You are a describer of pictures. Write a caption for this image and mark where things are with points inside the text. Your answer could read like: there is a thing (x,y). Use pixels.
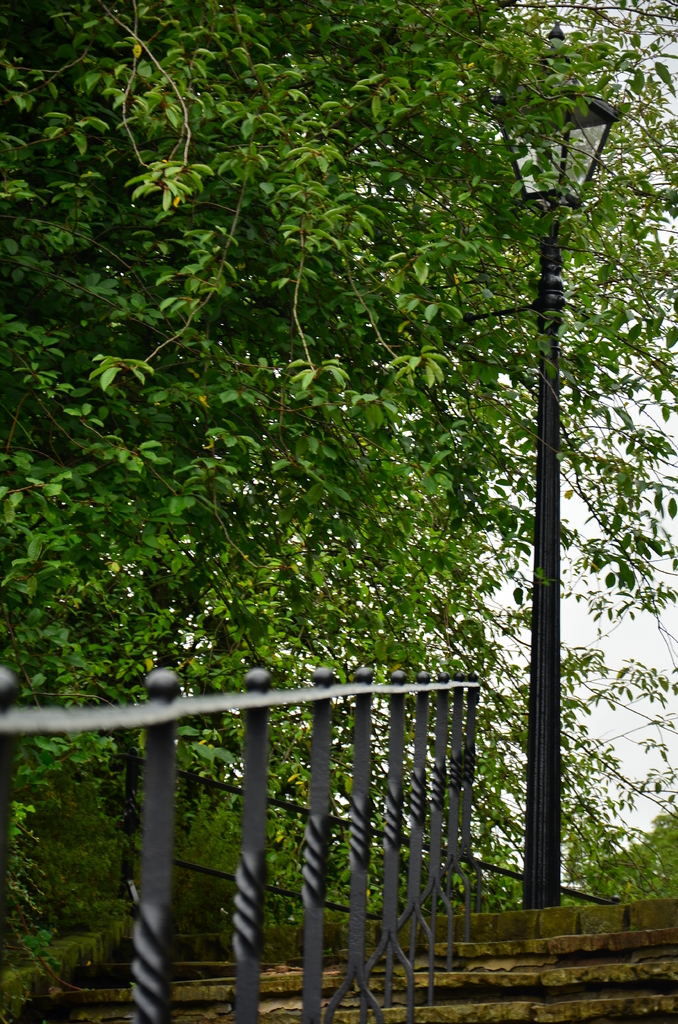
In this picture I can see at the bottom (511,920) there is the staircase (571,977), on the left side (161,717) it looks like an iron railing (486,868). On the right side (546,795) there is a lamp (535,771), on the left side (88,121) there are trees (489,360).
